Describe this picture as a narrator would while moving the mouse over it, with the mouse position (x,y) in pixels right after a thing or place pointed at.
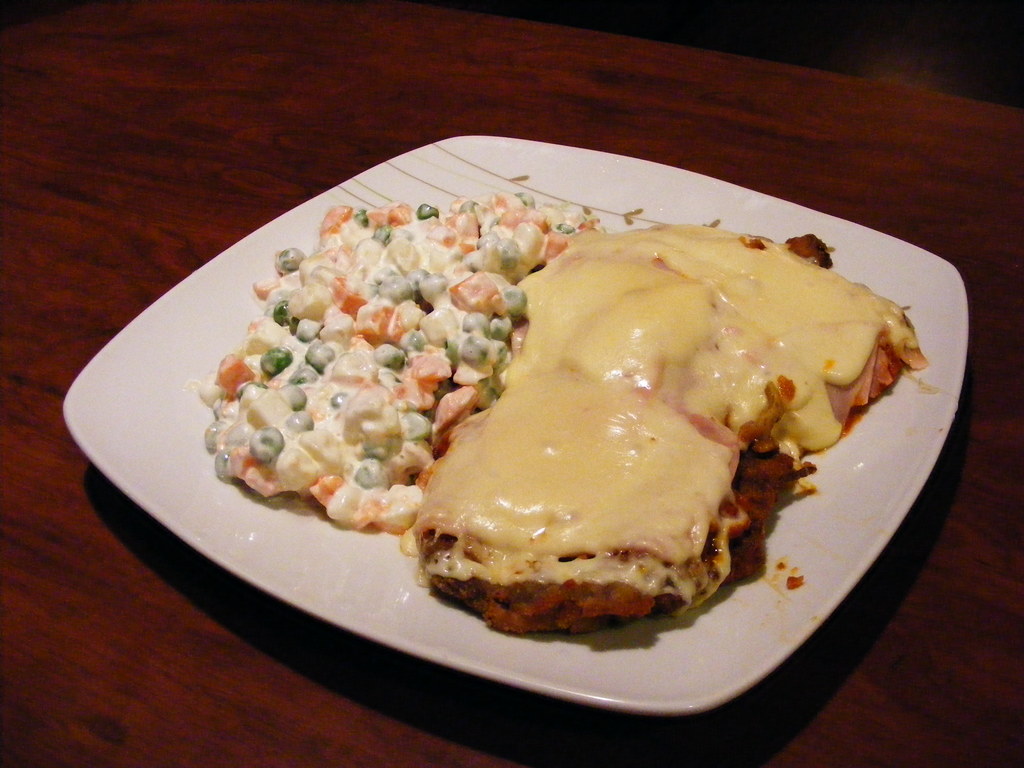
In this image we can see a plate (665,662) containing food (381,416) placed on the table (31,424).
